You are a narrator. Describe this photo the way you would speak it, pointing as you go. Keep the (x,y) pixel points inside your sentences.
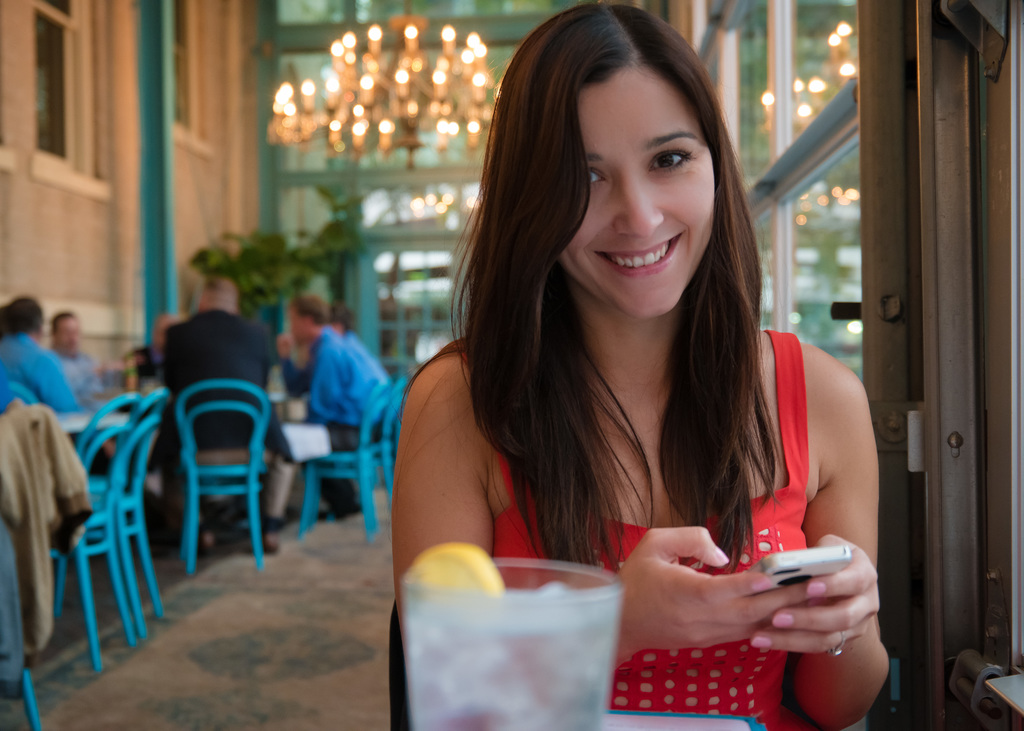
In the picture I can see a woman (401,535) sitting on a chair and she is on the right side (711,637). She is wearing a red color top (677,669) and holding a mobile phone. There is a pretty smile on her face (621,130). I can see the glass (476,595) at the bottom of the picture (505,589). I can see a few persons (258,364) sitting on the chairs (116,454) on the left side (228,335). I can see the glass windows (53,137) on the top left side (331,84) and the right side of the picture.
